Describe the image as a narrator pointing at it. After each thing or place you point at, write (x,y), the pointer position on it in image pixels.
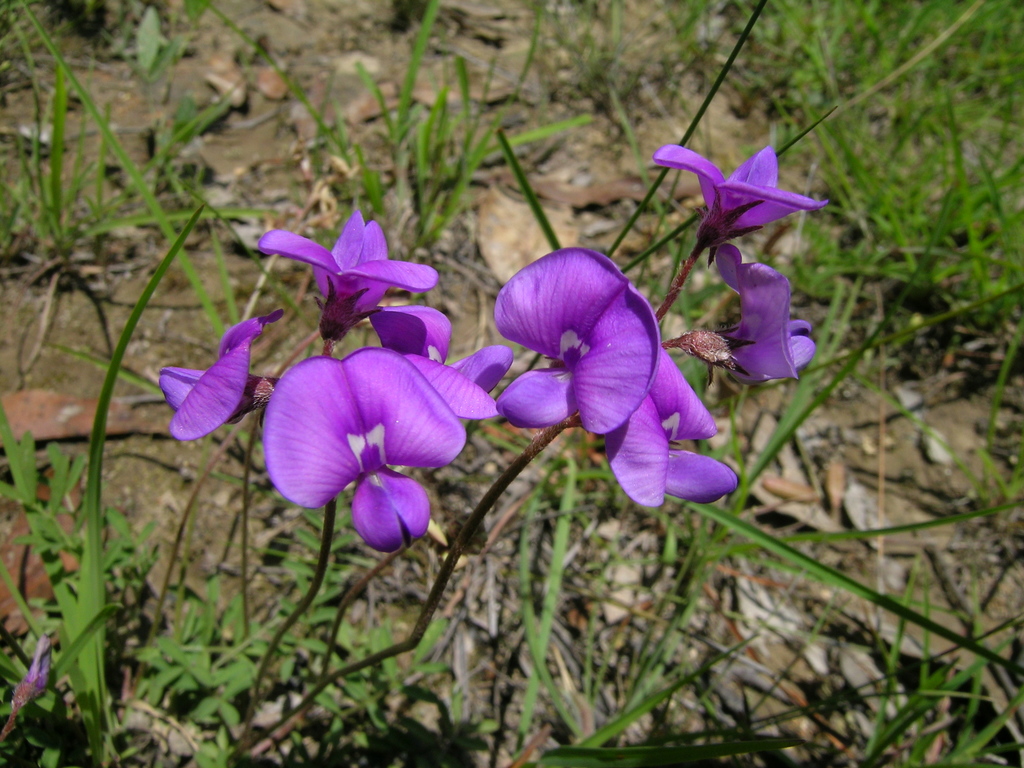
In this image, we can see some purple color flowers (800,353) and there are some green color leaves (964,172).
